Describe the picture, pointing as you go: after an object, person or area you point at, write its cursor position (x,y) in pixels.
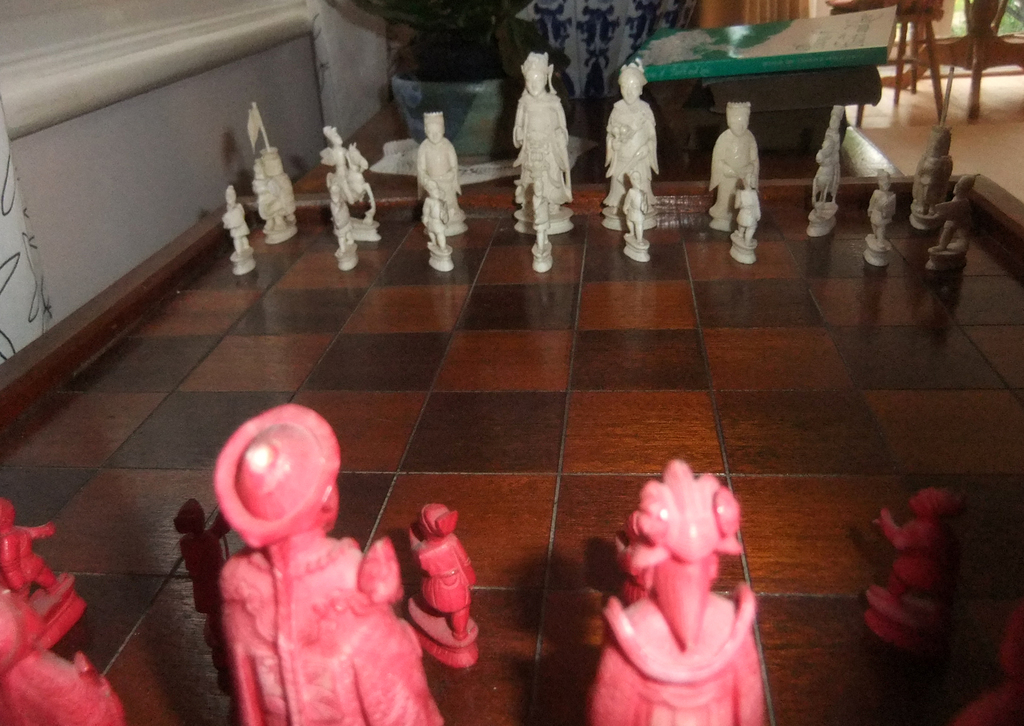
There is a chess board (475,309). On that there are chess coins (676,672). In the background (713,102) there is a book (725,66) and some other items (915,43).
